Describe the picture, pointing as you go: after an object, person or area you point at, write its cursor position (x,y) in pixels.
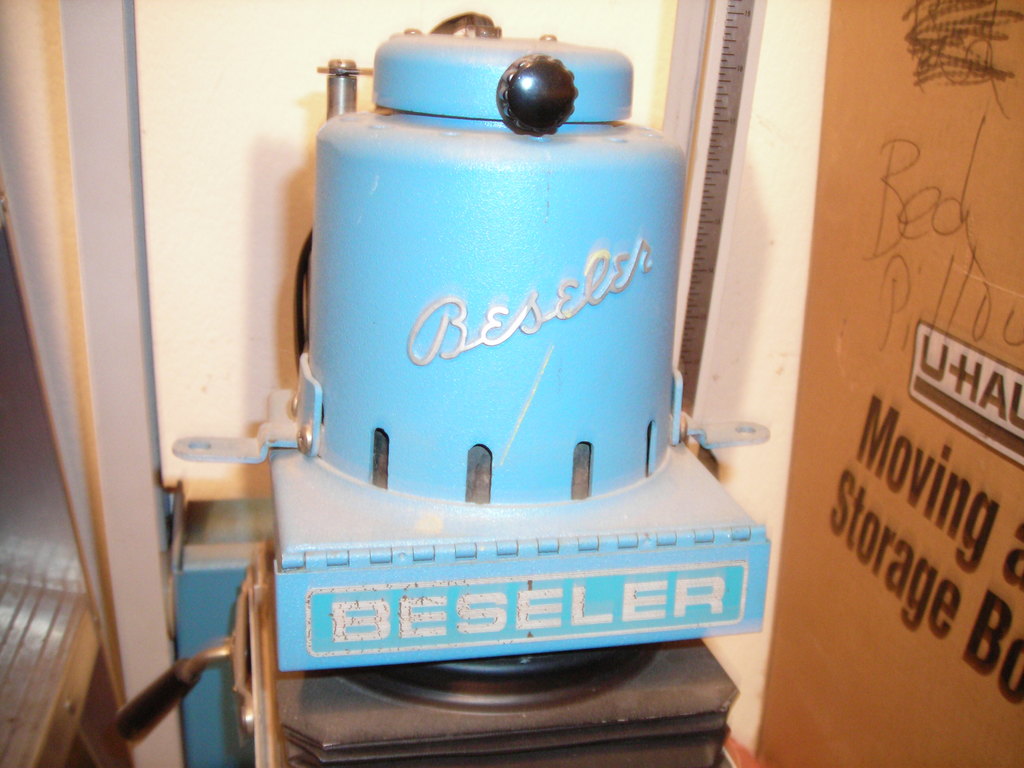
In this picture we can see a photographic equipment (622,374).
